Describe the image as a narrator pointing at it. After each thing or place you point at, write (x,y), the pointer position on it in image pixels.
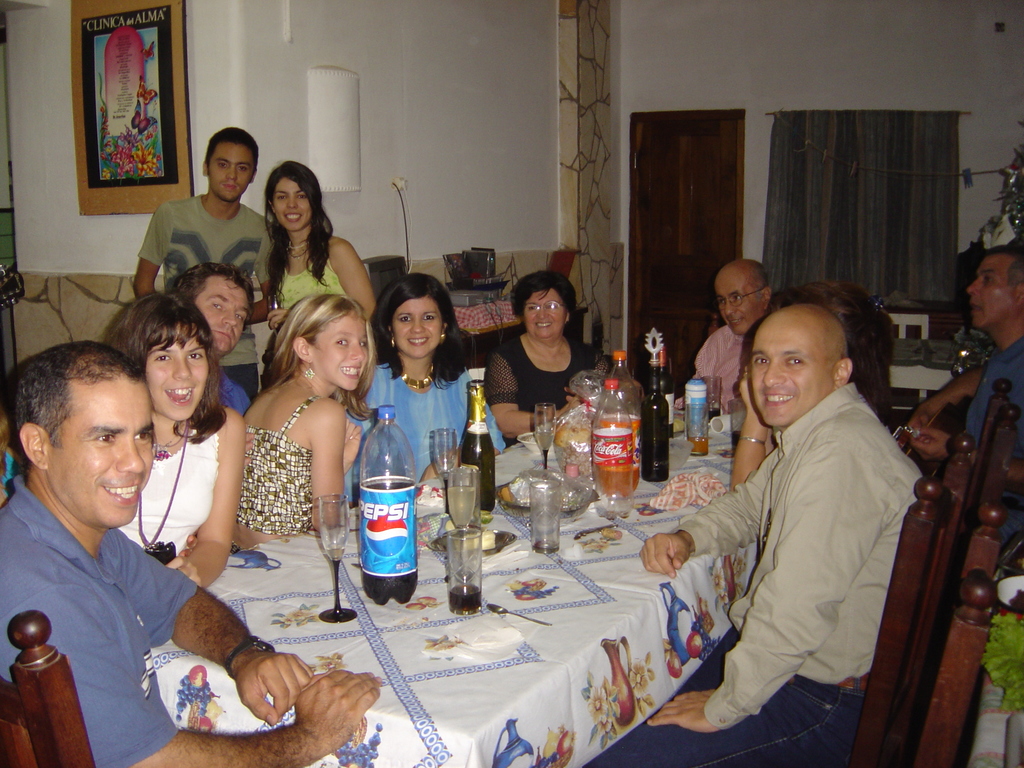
There are many people (286,327). Some are sitting on chairs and two are standing. There is a table (410,653) with tablecloth (416,648). On the table (496,513) there are glasses (455,490), bottles (607,408), towel (435,499) and many other items (585,423). In the back (459,124) there is a wall (306,71). On the wall (471,112) there is a photo frame (109,75). Also there is a door (719,169) and curtain (855,181). In the back (494,311) there is another table (475,314) with something on that.
